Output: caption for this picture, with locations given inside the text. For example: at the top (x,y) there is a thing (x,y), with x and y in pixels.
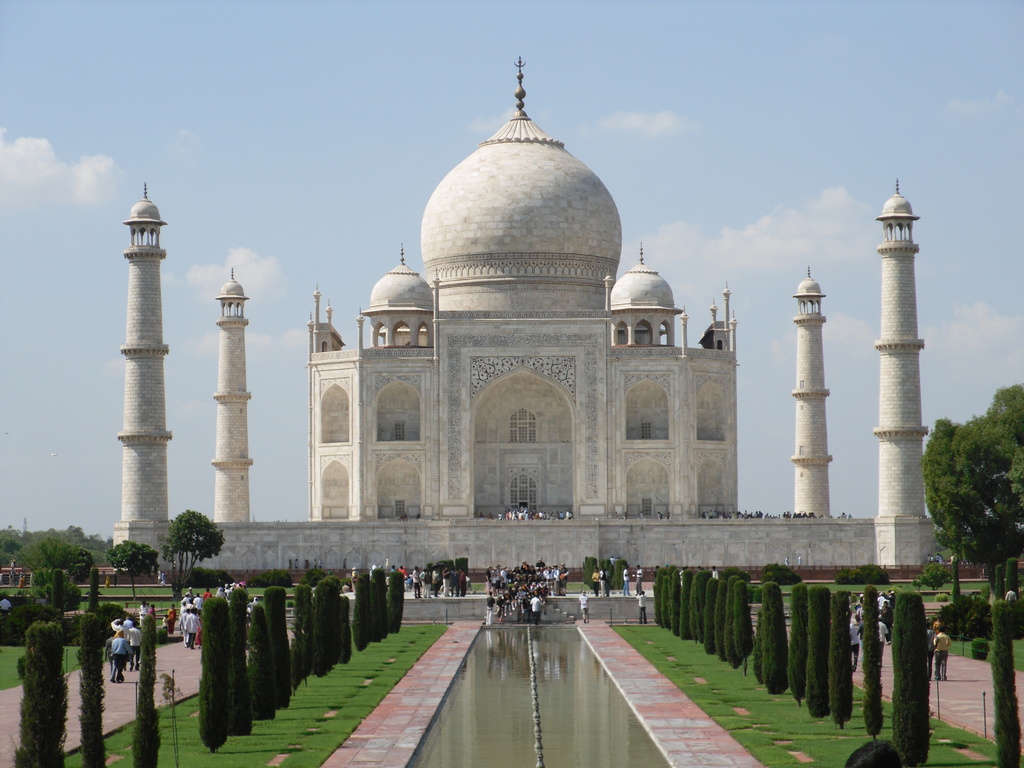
In this image I can see a taj mahal (441,555). I can see few trees (210,622), water (499,652) and few people (495,583). The sky (746,216) is in white and blue color.
